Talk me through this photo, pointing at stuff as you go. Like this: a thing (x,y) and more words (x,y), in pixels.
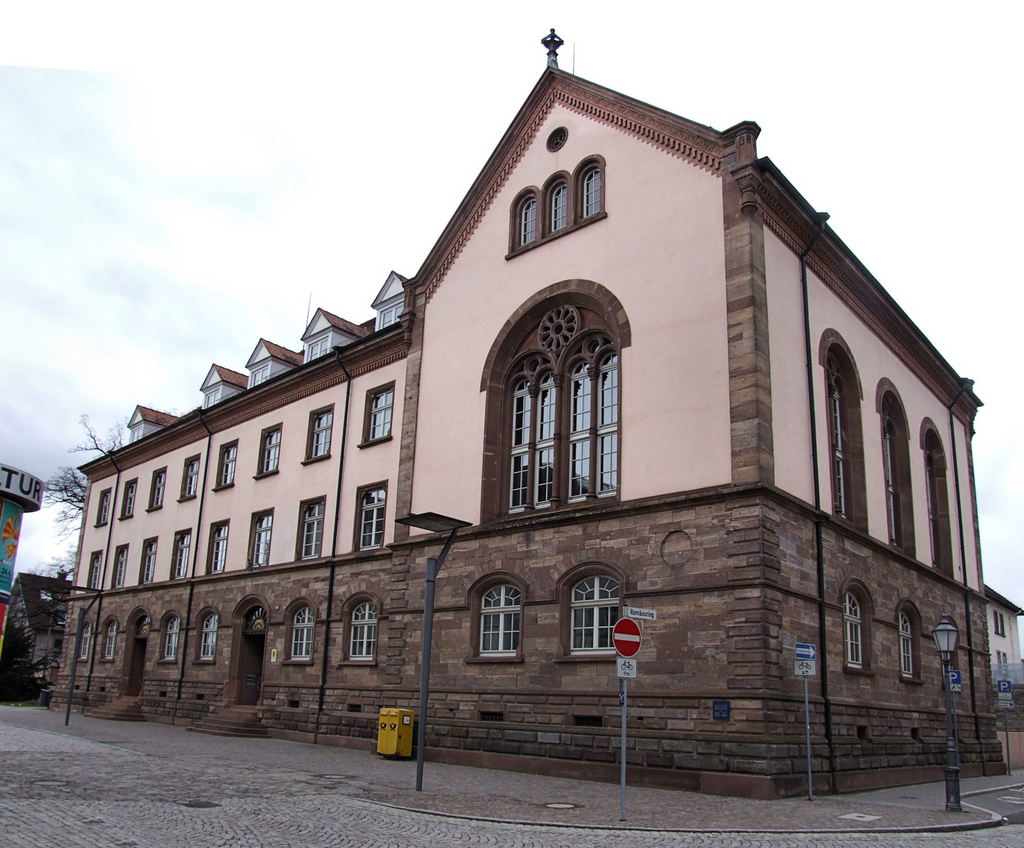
In this image, we can see poles (951,696) in front of the building (493,438). There is an object (398,748) at the bottom of the image (395,733). There is a roof house (24,606) in the bottom left of the image (59,620). At the top of the image (395,139), we can see the sky (728,80).
